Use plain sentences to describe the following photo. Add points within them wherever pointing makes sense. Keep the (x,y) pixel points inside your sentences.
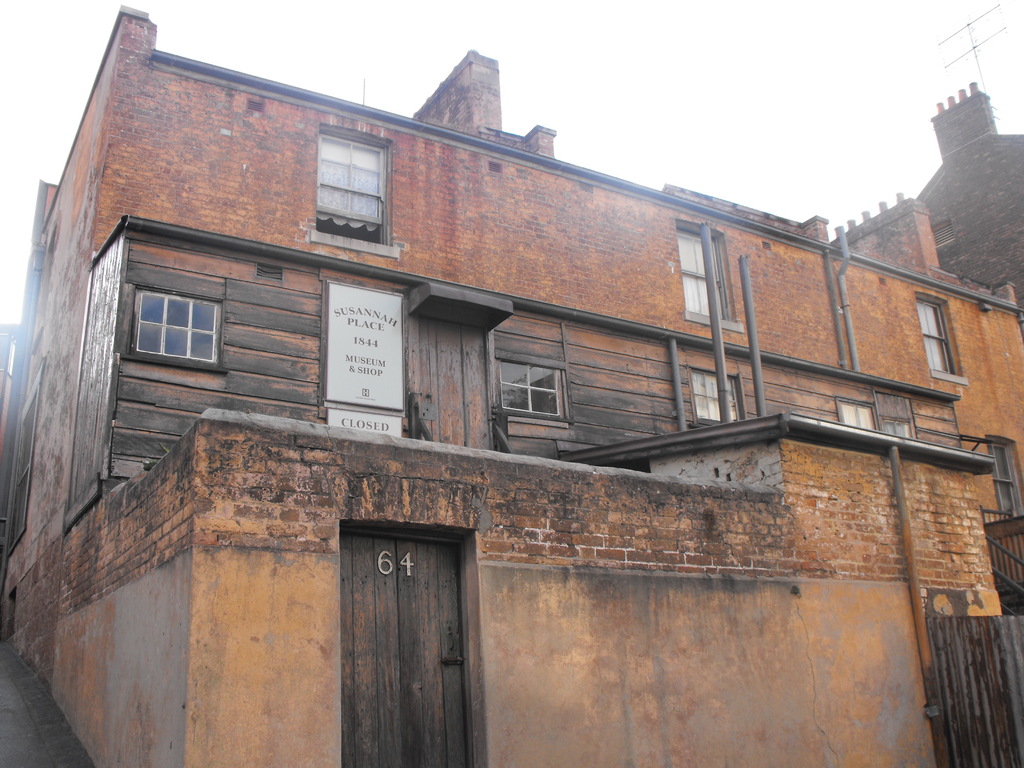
In this image we can see the building (413,368) with the windows (545,398), door (388,588) and also some text board (363,350). We can also see the sky (859,134). On the right (970,27) we can see the antenna (967,62).
